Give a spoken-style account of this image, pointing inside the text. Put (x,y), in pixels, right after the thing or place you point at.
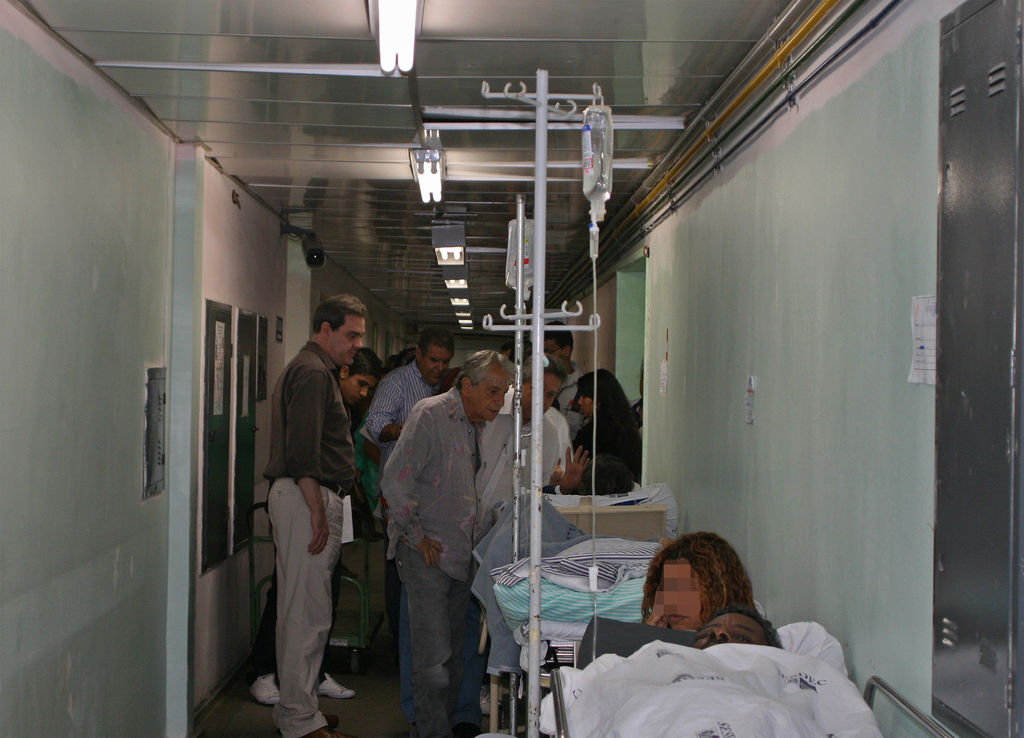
In this image we can see one man (713,641) is on the stretcher (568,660) and glucose (594,165) are attached to the white color pole (535,454). Background of the image (552,458), men (468,417) are there. To the both side of the image, wall (178,326) is present. At the top of the image (265,126), roof (377,117) is there with lights (401,59).
